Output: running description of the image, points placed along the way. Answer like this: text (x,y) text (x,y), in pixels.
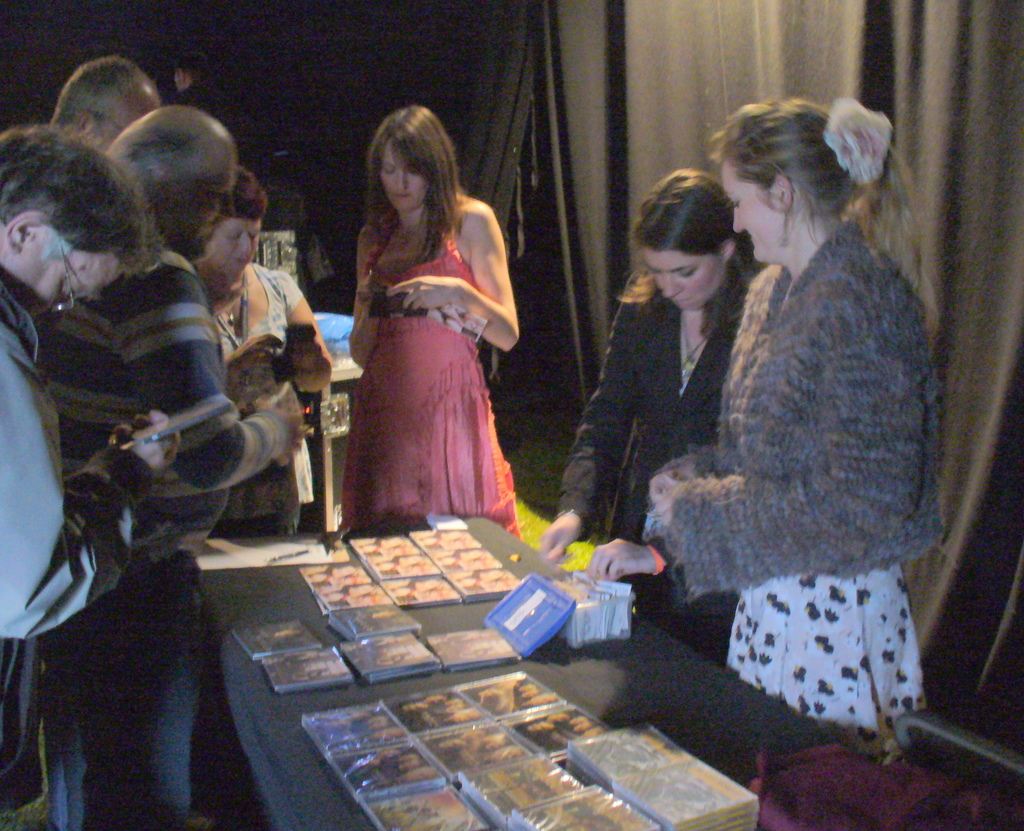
In this picture we can see a group of people (379,470) standing and in front of them on table (733,715) we can see a box (562,601), writing pad (248,545) and some objects (348,652) and in the background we can see curtains (555,34).
